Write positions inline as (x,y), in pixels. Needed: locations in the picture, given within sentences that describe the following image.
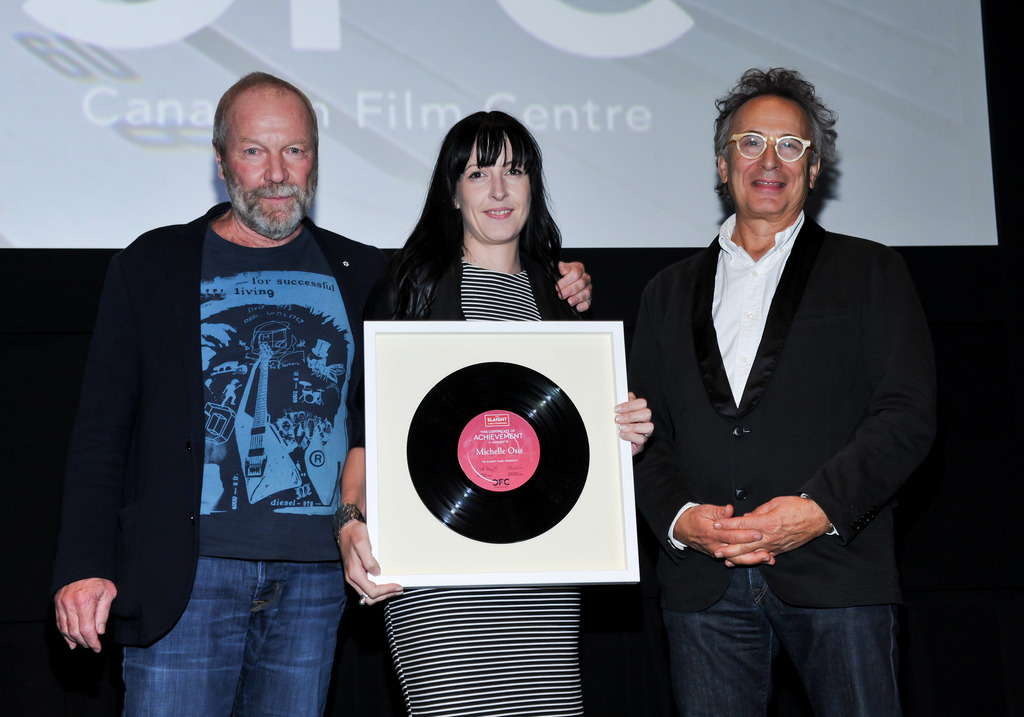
In this picture we can see three people (721,609) and one woman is holding an object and in the background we can see a projector screen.
